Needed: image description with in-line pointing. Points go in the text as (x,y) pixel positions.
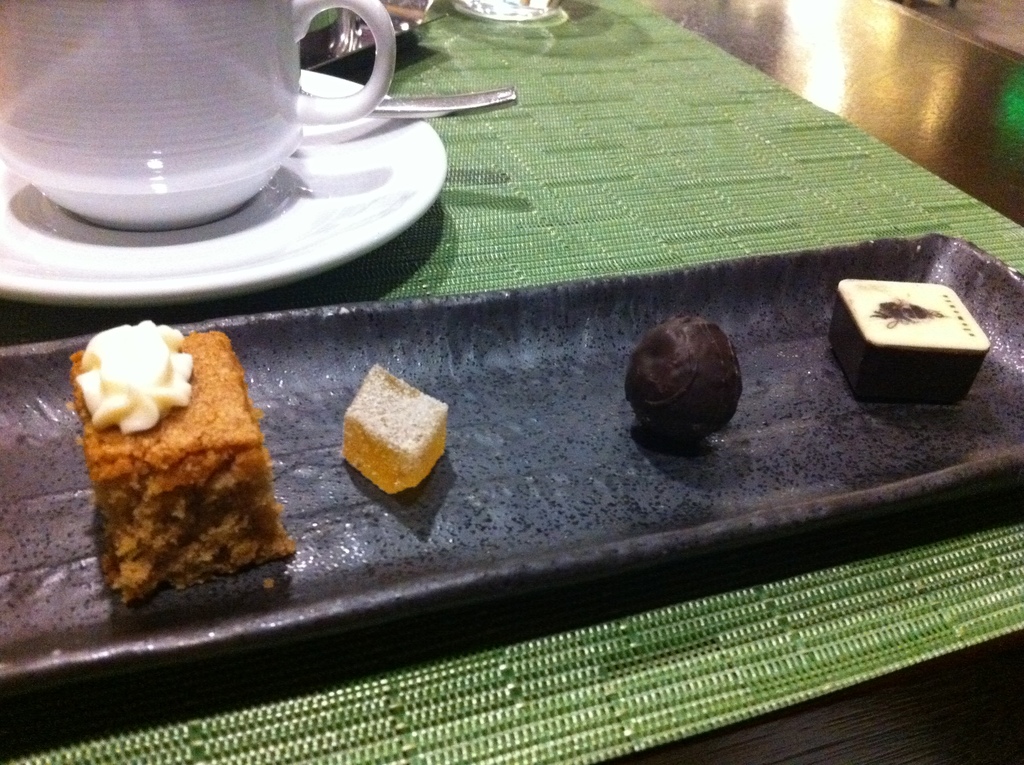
On this table (495,704) we can able to see green carpet (734,190), plate (281,186), cup (81,93), food (126,332) in a tray (673,462).
